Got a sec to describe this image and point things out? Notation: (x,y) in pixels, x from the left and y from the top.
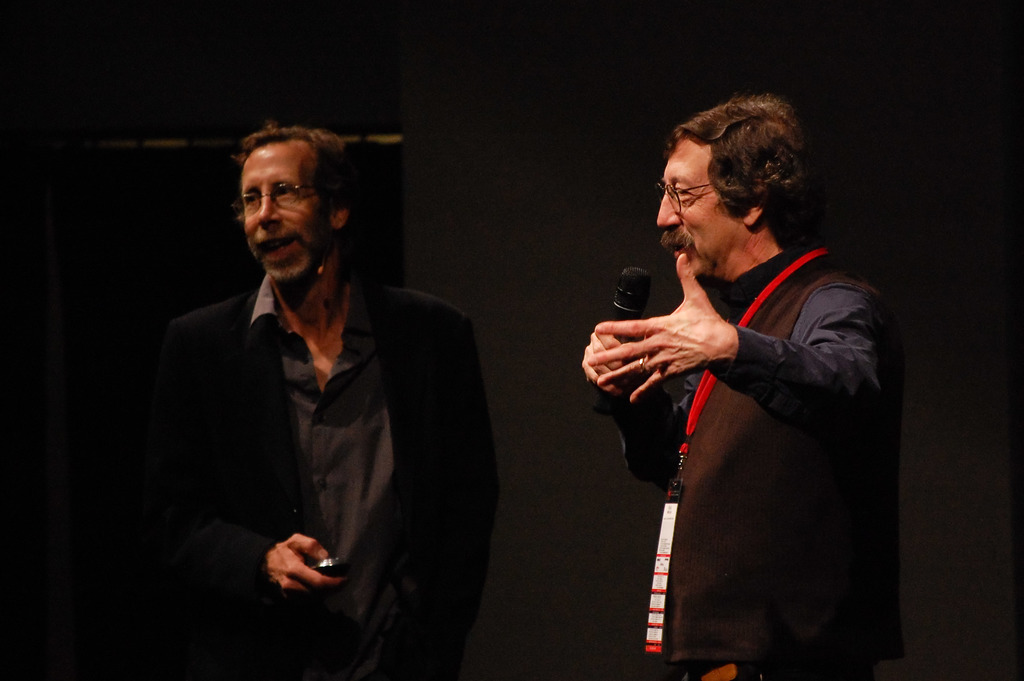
In this picture there are two men (327,268) in photograph. In the front (777,446) there is a man (795,447) wearing brown vest (796,437) is giving a speech on the black microphone (626,305). Beside there is a another man (208,366) wearing black coat (190,368) is smiling and giving a pose. Behind there is a dark background (102,114).
